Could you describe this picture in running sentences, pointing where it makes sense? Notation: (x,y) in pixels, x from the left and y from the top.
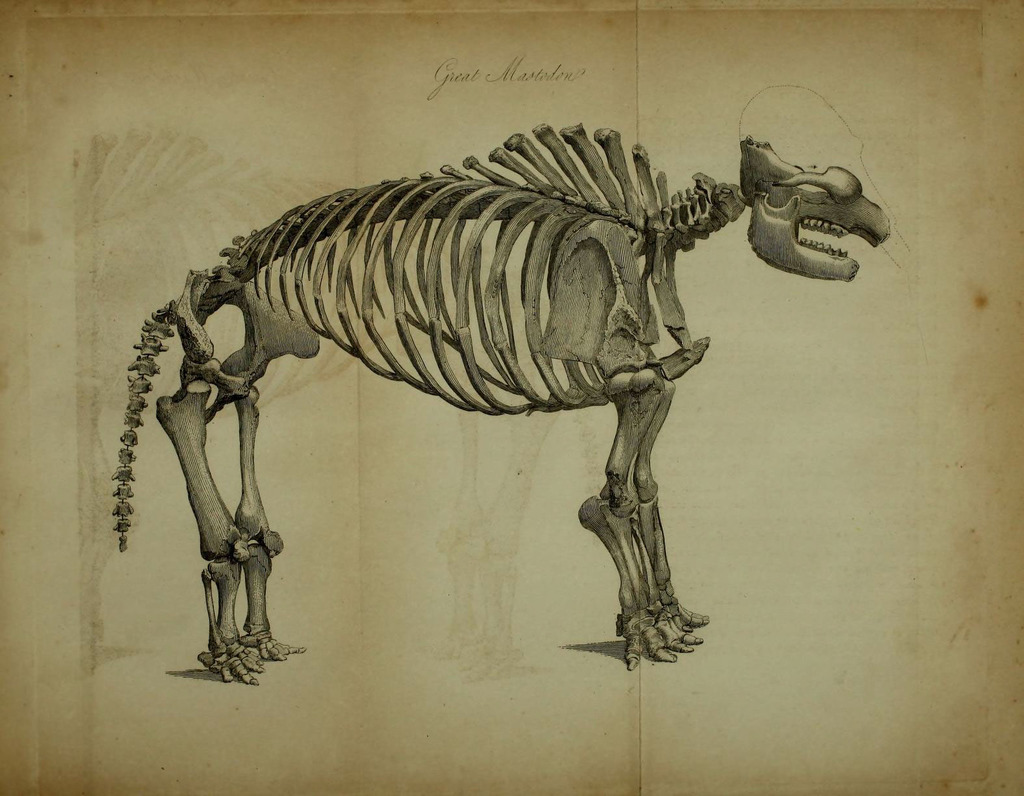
As we can see in the image there is a paper (869,377). On paper (156,488) there is an animal skeleton (538,252).
